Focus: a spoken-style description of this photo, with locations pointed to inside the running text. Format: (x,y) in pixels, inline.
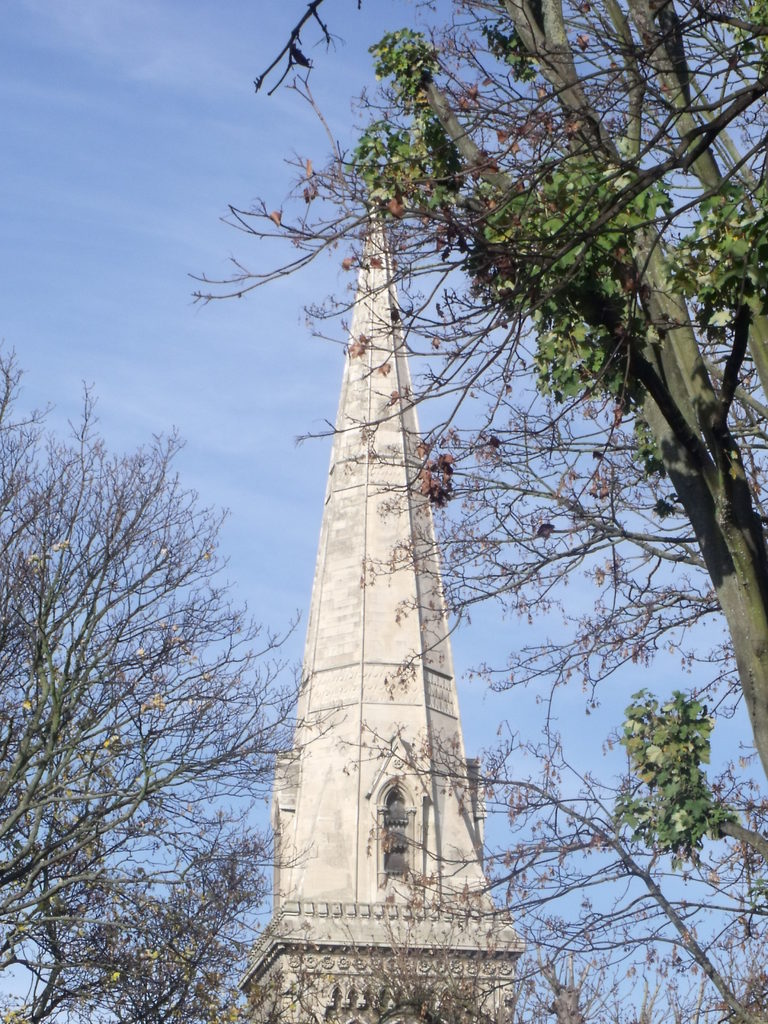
In this image I can see few trees (685,486), a building (322,692) and in background (175,387) I can see the sky (147,398).
